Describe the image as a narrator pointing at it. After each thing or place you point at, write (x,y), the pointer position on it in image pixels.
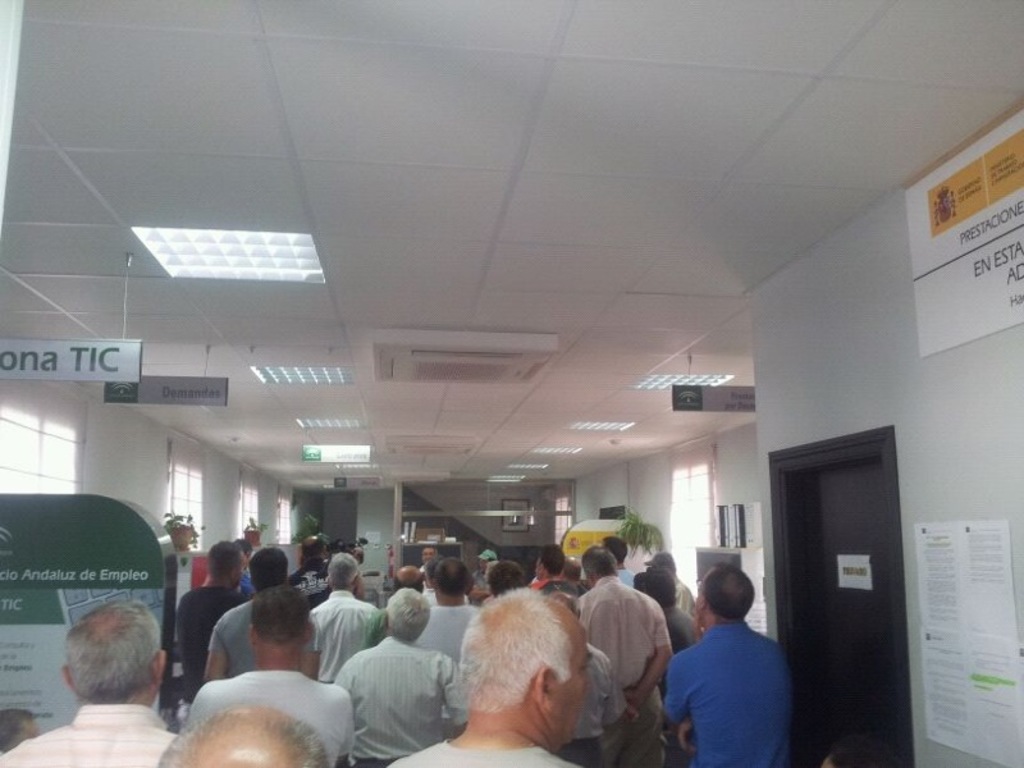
In this picture i can see many peoples (508,729) were standing on the floor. On the right (1002,219) i can see the posts (946,678) and boards (954,327) near to the door (831,564). On the left (122,349) there is a sign board (3,373). On the roof (290,482) of the building (377,294) i can see the lights (233,255) and air conditioning duct (458,364). On the right (701,528) background i can see the windows (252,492) and exit door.
